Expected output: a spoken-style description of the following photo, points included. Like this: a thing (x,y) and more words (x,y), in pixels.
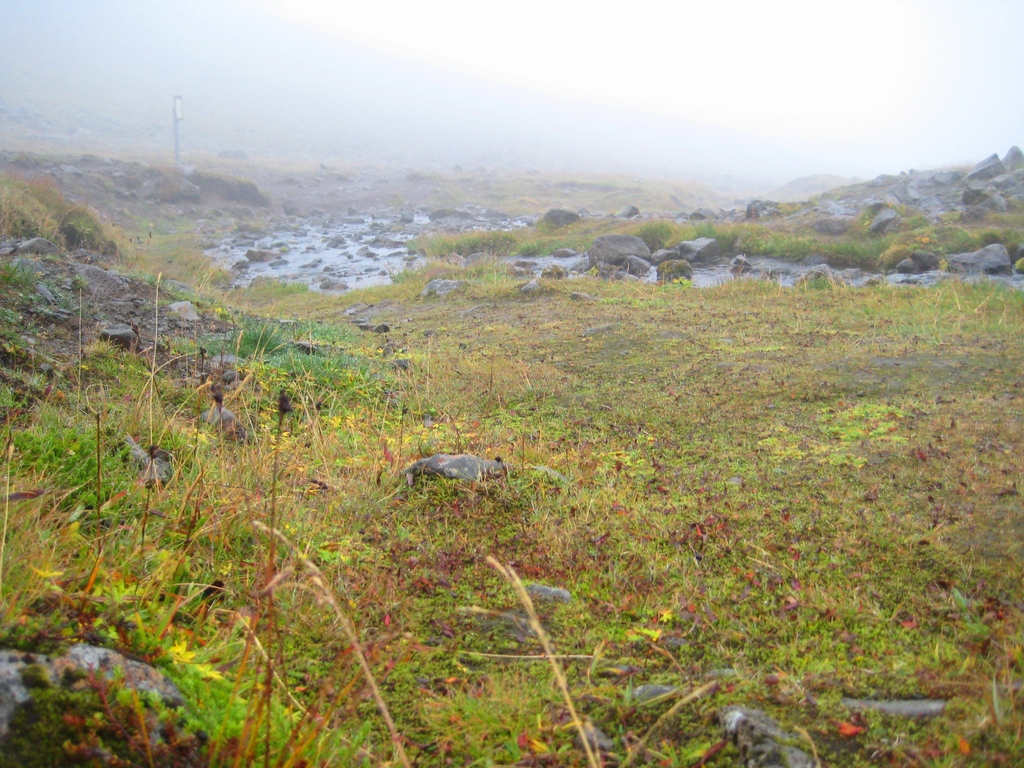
In this image we can see some rocks (609,254), plants (334,383), grass (551,395) and water (412,238). In the background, we can see the sky (628,56).
